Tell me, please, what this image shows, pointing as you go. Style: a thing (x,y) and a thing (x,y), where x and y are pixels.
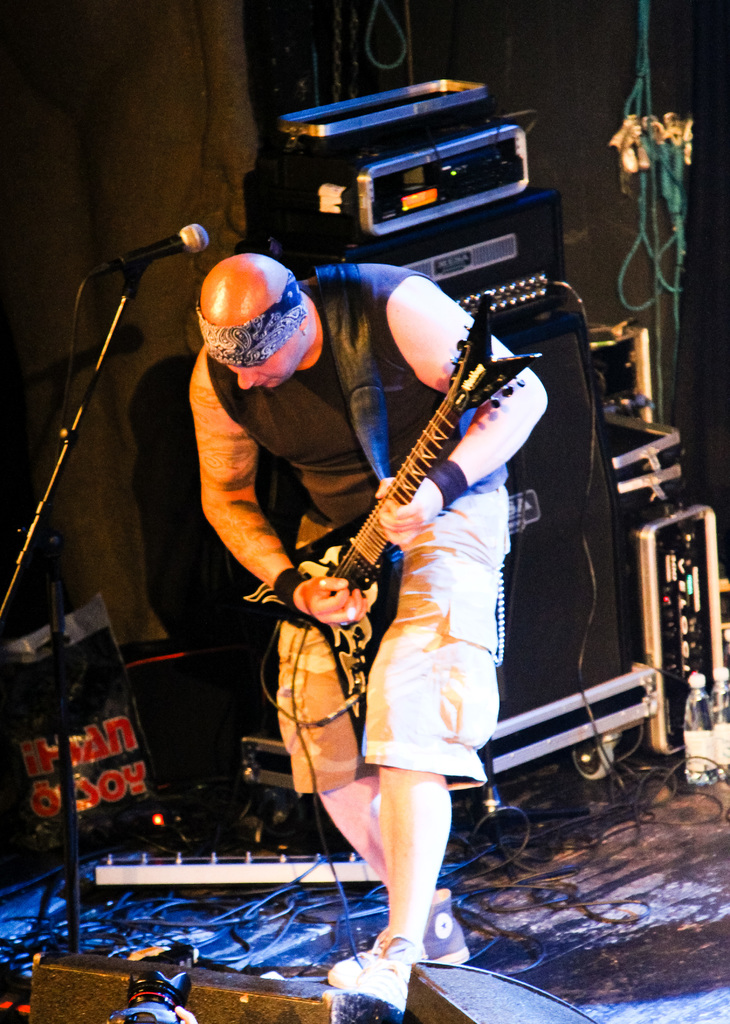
In this image in the front (379,549) there is a person (399,526) performing on the stage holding musical instrument (365,547) in his hand (388,515). In the background (472,277) there are musical instruments (474,284) and on the left side (82,401) there is a mic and there is a stand (62,537) which is black in colour.
